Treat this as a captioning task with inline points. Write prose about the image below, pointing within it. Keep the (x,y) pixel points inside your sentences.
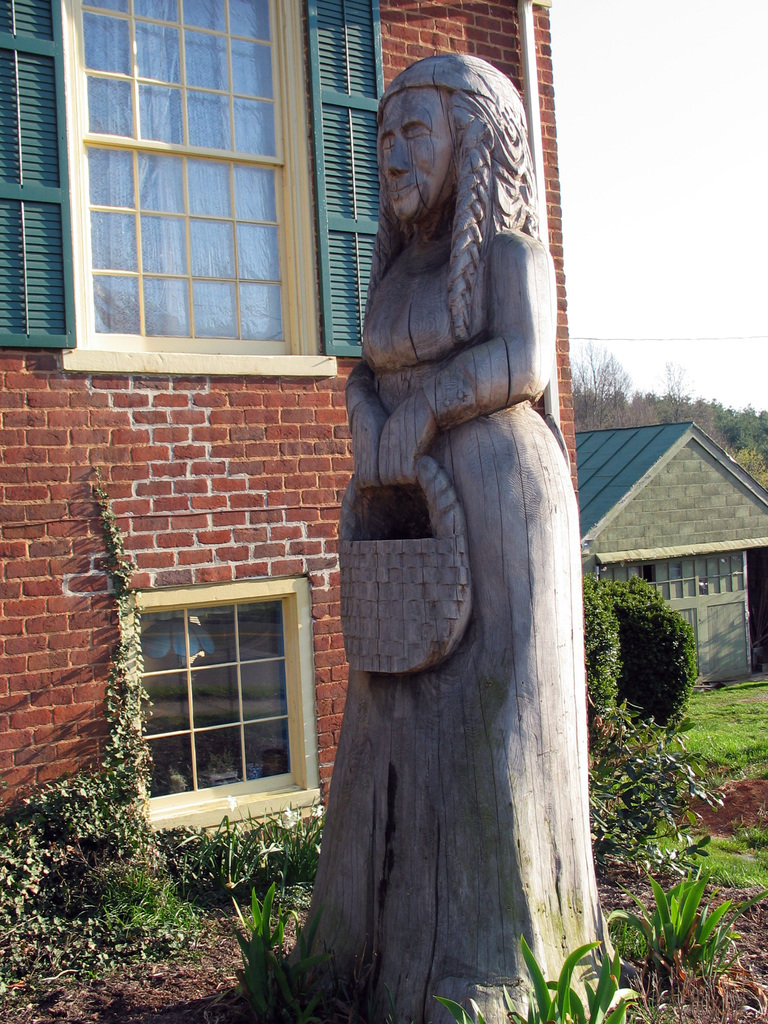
In the foreground of the picture (515,941) we can see plants (11,921), soil (169,958) and sculpture (467,365). In the middle of the picture (284,513) there are buildings (730,490) and trees (663,409). In the background (662,131) towards right (681,162) it is sky (654,233).
